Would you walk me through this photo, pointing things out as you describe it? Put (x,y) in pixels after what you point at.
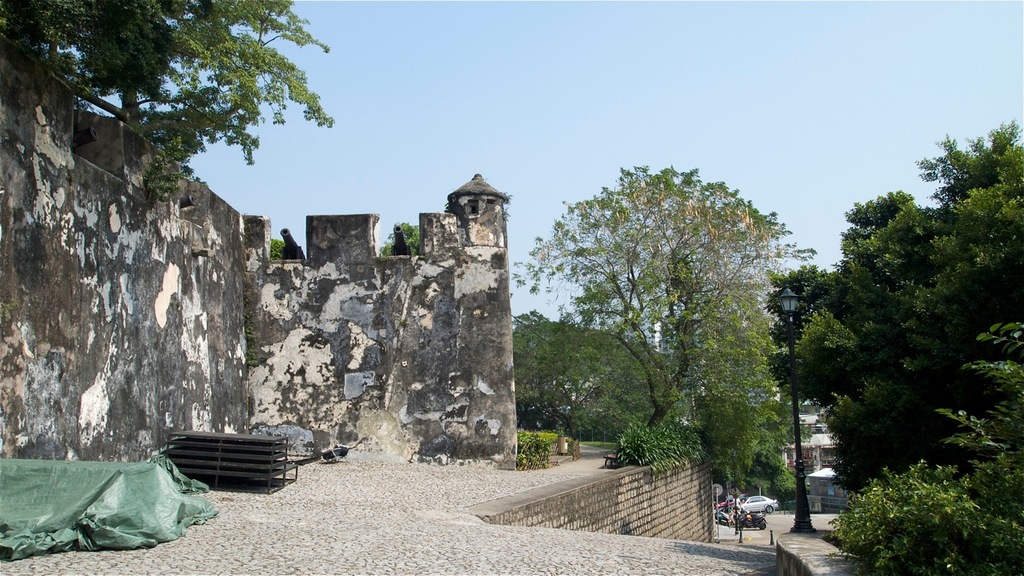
In this image there are cannons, at fort (438,335), buildings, vehicles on the road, poles (803,482), trees (689,396), and in the background (469,113) there is sky (626,127).
